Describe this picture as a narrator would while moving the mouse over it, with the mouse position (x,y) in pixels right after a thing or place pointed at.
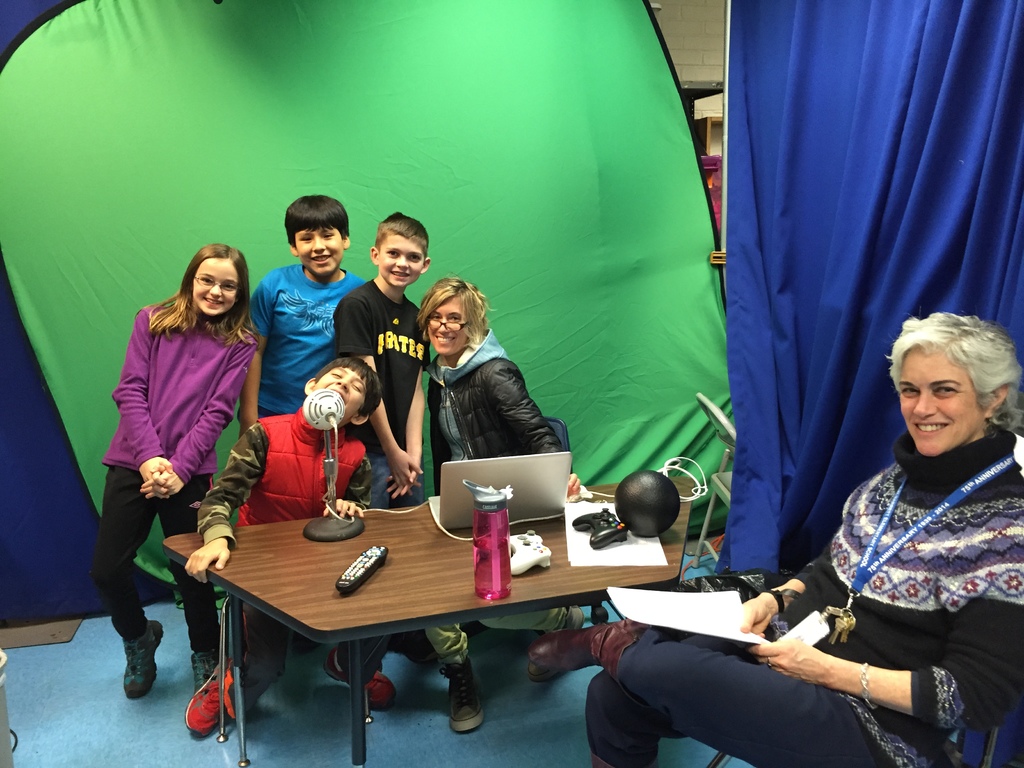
In this picture we can see a woman (994,622) sitting on the chair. She is holding a paper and a badge (814,631) in her hand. There is a bottle (483,584), remote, laptop (495,481), ball (665,524) and devices (527,542) on a wooden table (380,613). We can see a boy (316,479) sitting on a chair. There are three kids (390,327) standing and a woman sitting at the back (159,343). There are a few colorful objects (24,341) in the background (676,85).
